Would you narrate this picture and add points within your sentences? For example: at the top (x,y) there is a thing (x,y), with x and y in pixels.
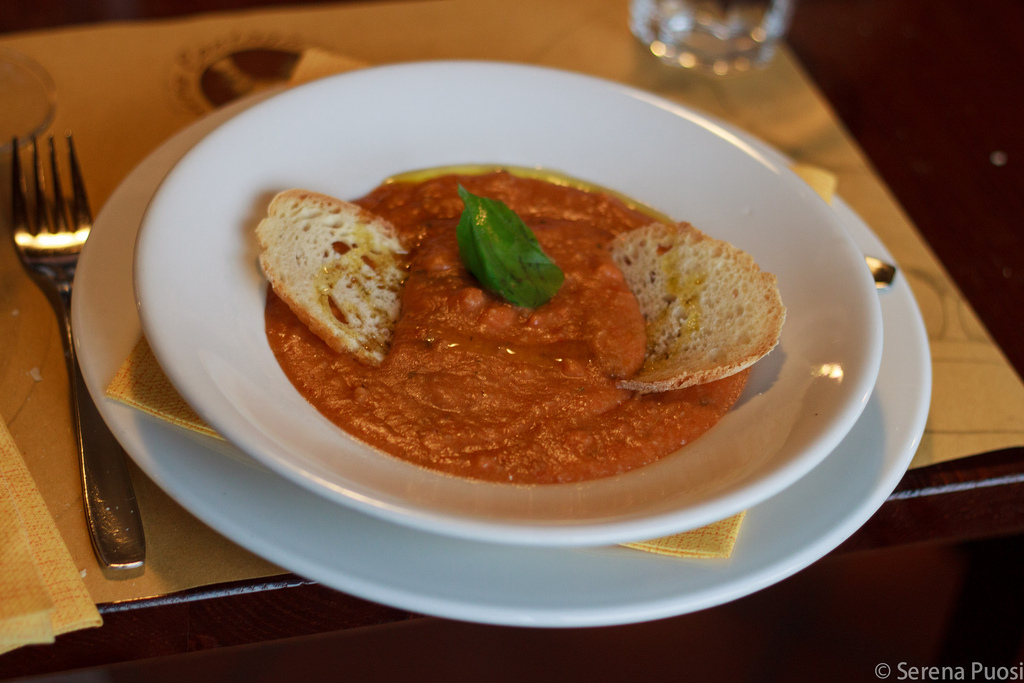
In this image I can see a plate (915,449) in which sauce (574,355) and breads (737,311) are there. In the background (35,217) I can see a fork (80,192) and glasses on the table (895,81). This image is taken may be in a room.
